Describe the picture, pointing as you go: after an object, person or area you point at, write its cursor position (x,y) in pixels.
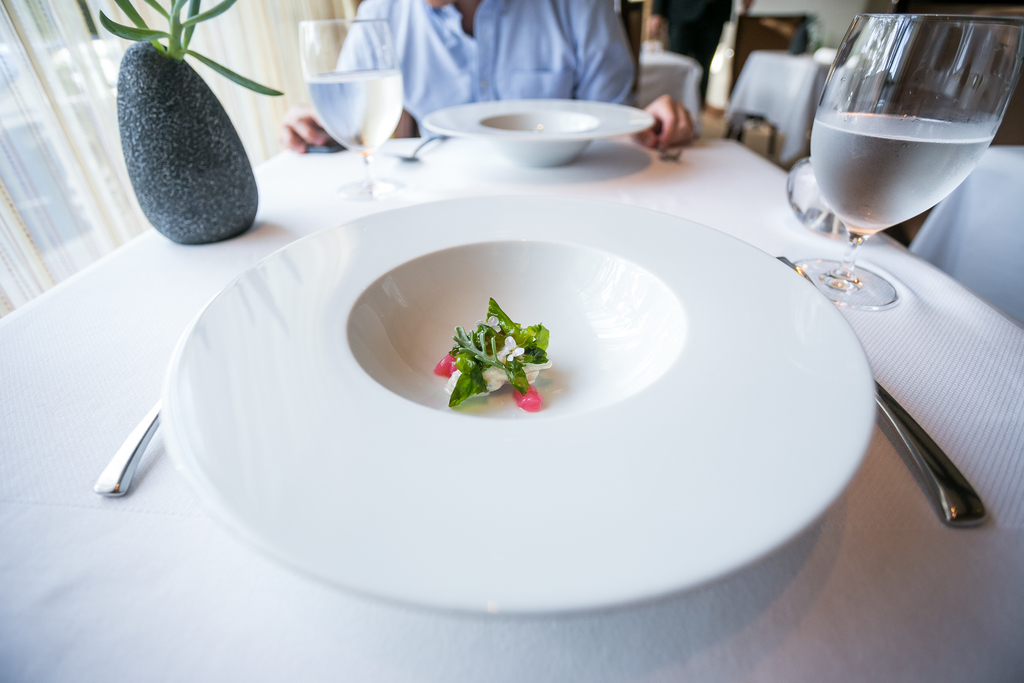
There is a table (23,367) on the image on the table (504,172) there are plates (812,407), spoon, glasses (894,120), plant pot (202,201). behind the table (310,222) a person (514,42) is sitting. On the left top (65,105) there are curtains (64,145). In the background (747,90) there are many other tables (753,106).
